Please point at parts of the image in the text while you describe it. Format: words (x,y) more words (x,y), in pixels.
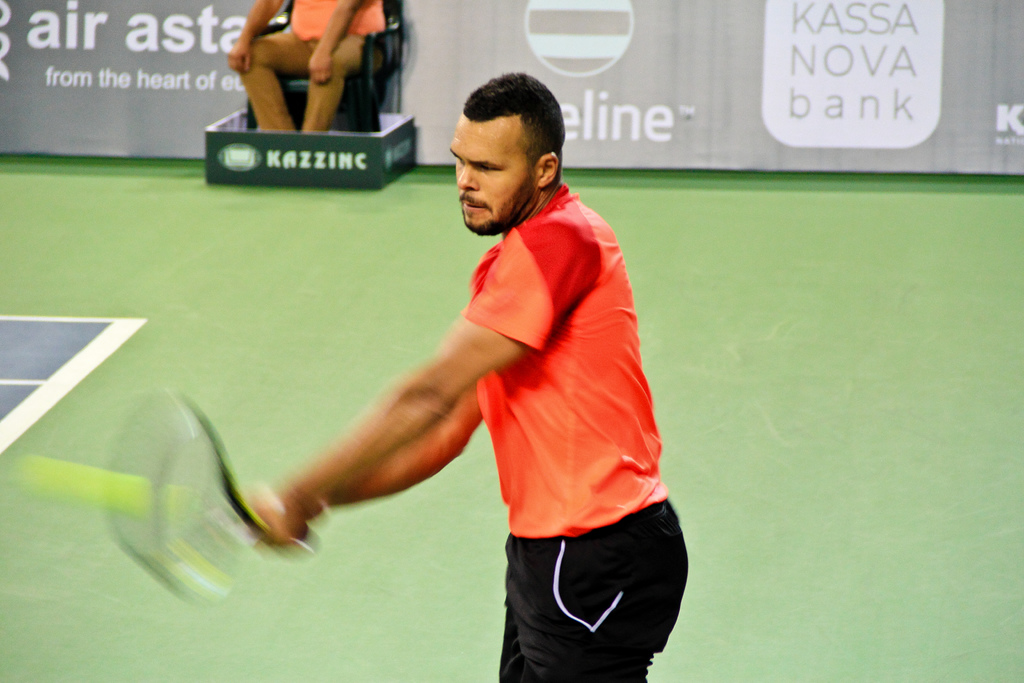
In the center of the image (615,447) we can see a man (590,482) standing and holding a racket (199,503). In the background (310,11) there is a man (310,78) sitting and we can see a board (630,84).
